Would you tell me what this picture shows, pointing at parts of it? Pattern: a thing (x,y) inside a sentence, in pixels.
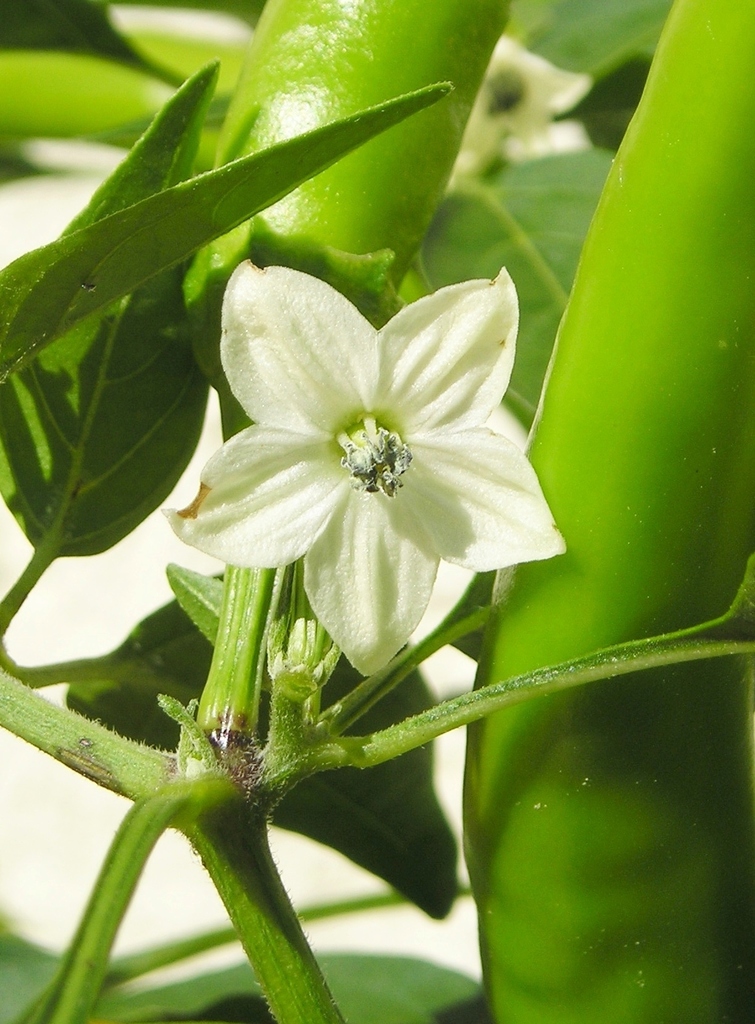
In the picture we can see a plant (293,1004) with a white color flower (351,361) and green chilies (662,853) to it.
